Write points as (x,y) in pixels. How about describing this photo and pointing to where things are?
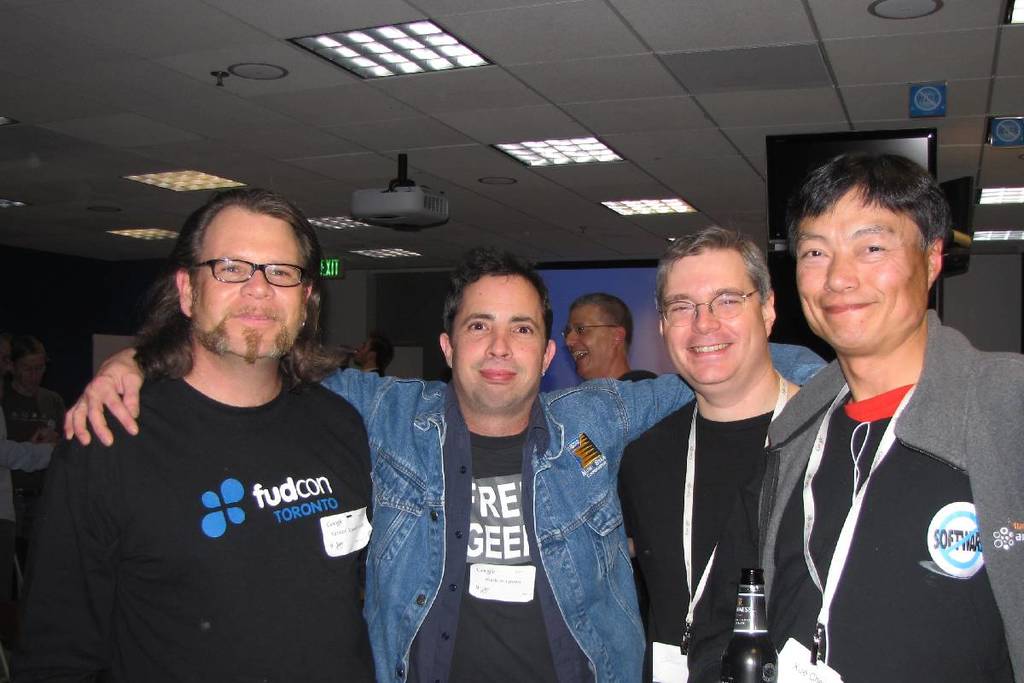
This is an inside view of a room (300,538). Here I can see four men (198,489) standing, smiling and giving pose for the picture. At the back (594,342) there are some more people (592,359). In the background (585,287) there is a screen (596,285) and also I can see the wall (353,308). At the top of the image (414,58) there are few lights (418,72) to the roof (657,57).
